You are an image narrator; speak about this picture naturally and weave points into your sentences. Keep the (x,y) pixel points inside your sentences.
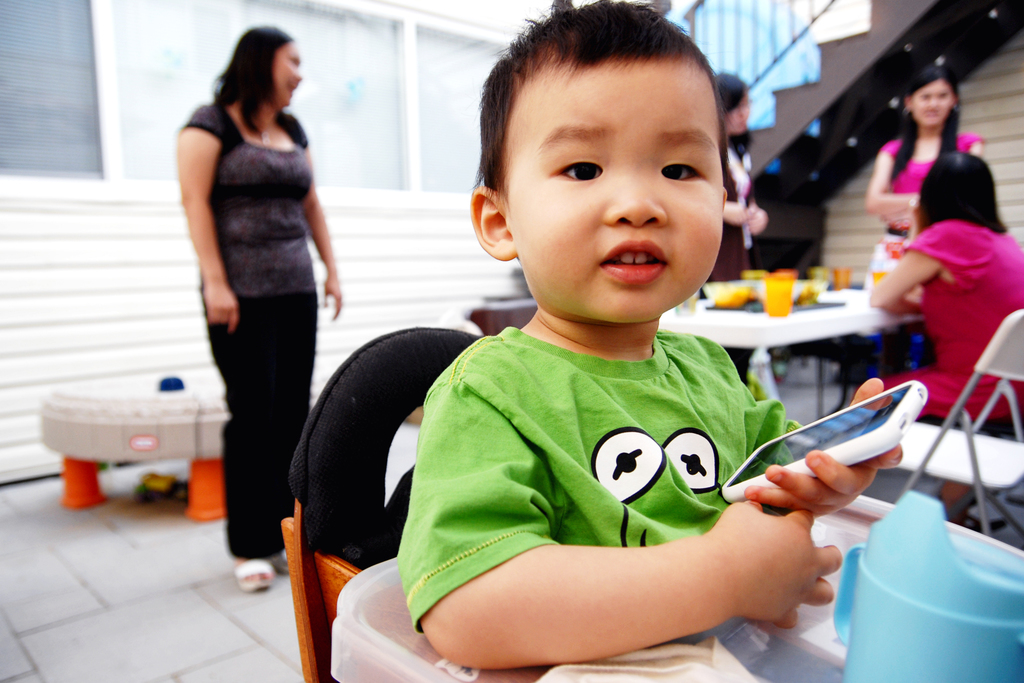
This picture shows a woman (238,530) standing and there is a boy (720,492), holding a smartphone (839,412) with his hand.
